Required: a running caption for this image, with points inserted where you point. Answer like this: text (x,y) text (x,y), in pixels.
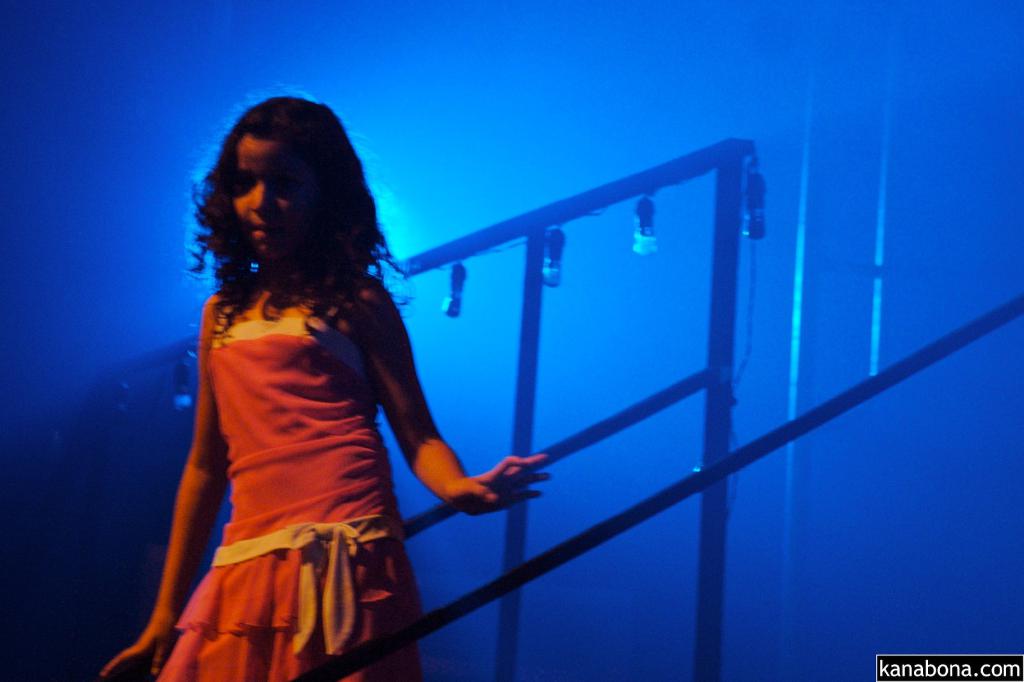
On the left side of the image (325,416) a girl (342,373) is standing. In the background of the image (656,189) we can see lights (759,195), rods (517,227) are there.
